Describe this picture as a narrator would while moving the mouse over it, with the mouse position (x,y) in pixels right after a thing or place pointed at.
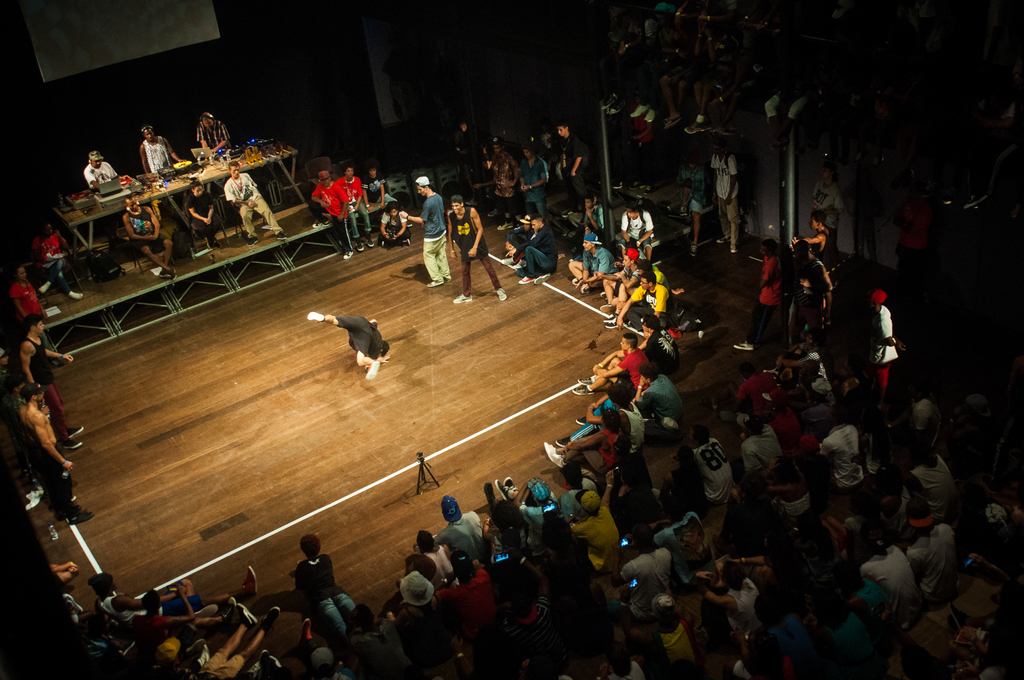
In this image there are group of people (471,235) standing, group of people (1003,540) sitting, there are some objects (118,194) on the tables (93,214), and there is screen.
